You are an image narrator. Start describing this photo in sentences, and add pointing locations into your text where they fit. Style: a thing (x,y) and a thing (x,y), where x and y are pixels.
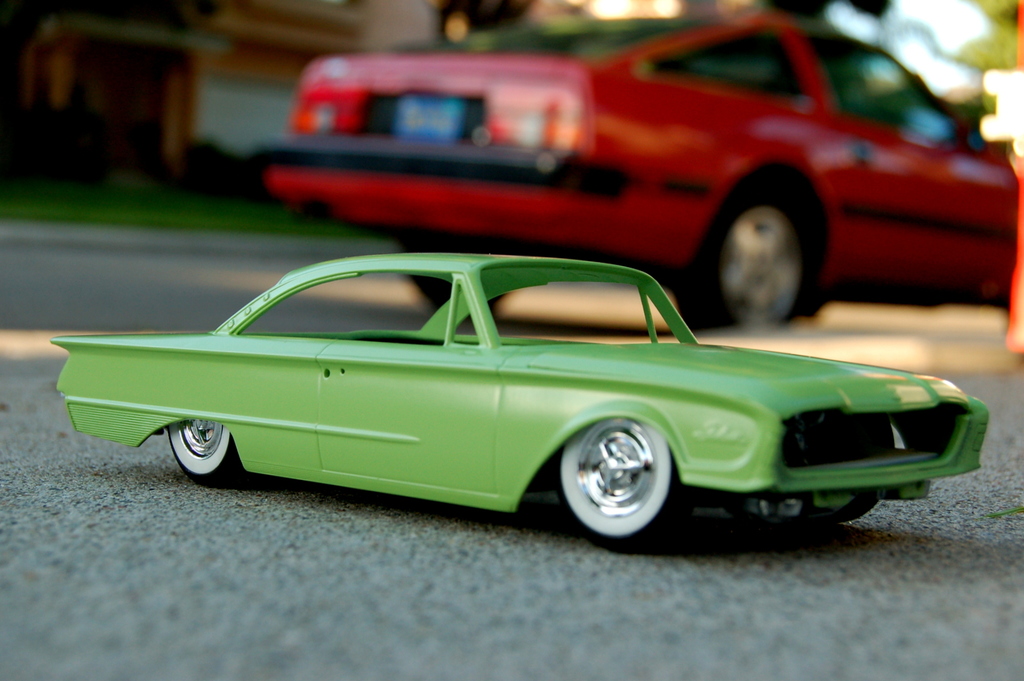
In the image we can see there is a car toy (546,497) kept on the road (381,561) and there is a car (715,169) parked on the road (934,334). Behind the image is little blurry.
